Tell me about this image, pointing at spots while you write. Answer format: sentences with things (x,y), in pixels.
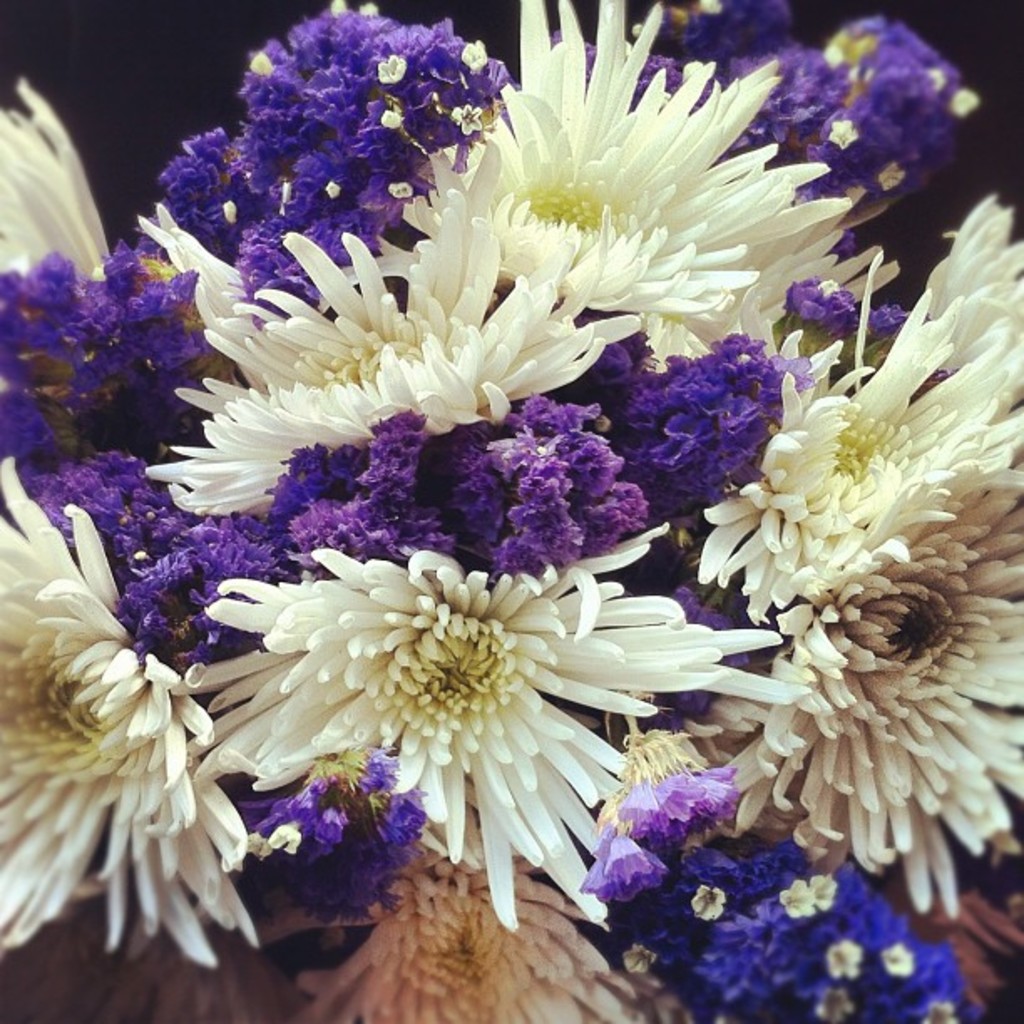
In this picture we can see white and purple color flower (606,430). On the top left (110,76) there is a dark.
